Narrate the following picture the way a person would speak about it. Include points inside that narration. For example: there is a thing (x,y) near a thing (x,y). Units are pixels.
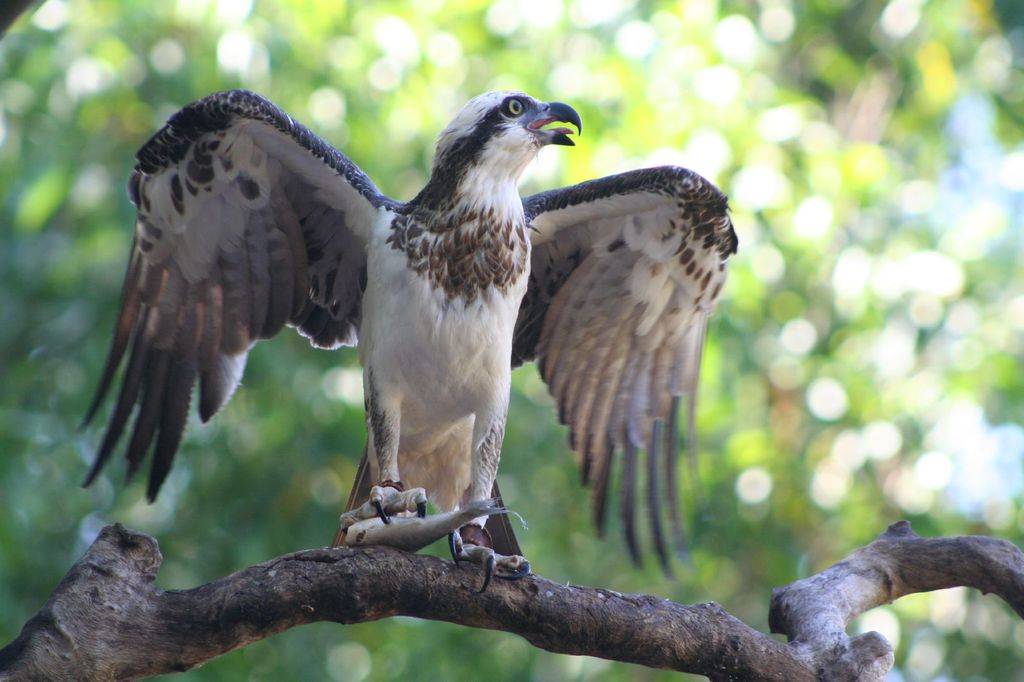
In this image I can see a bird (456,328) is sitting on the branch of a tree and holding a fish (415,538). In the background (157,67) I can see trees (784,189). This image is taken during a day.
